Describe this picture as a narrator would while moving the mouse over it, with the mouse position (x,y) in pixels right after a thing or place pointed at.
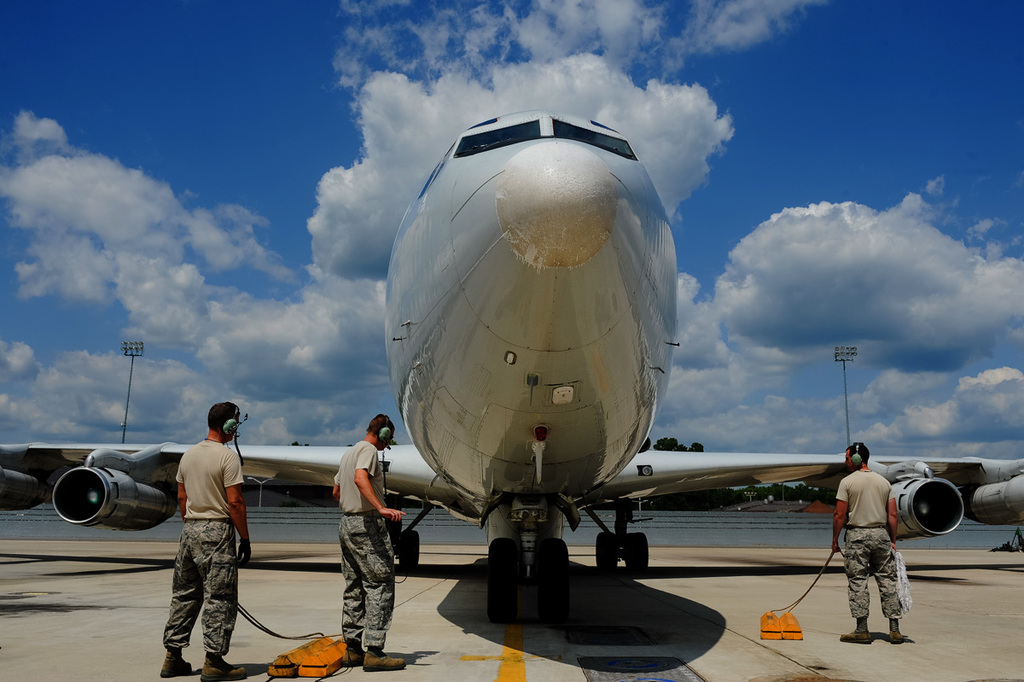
There are two persons (348,535) standing on the left side (213,600) is wearing headphones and the person (851,448) standing on the right side of this image (851,556) is also wearing headphone (860,458) and holding an object (818,579). There is an aeroplane (571,365) in the middle of this image (678,365), and there is a cloudy sky (348,194) in the background (675,240).
